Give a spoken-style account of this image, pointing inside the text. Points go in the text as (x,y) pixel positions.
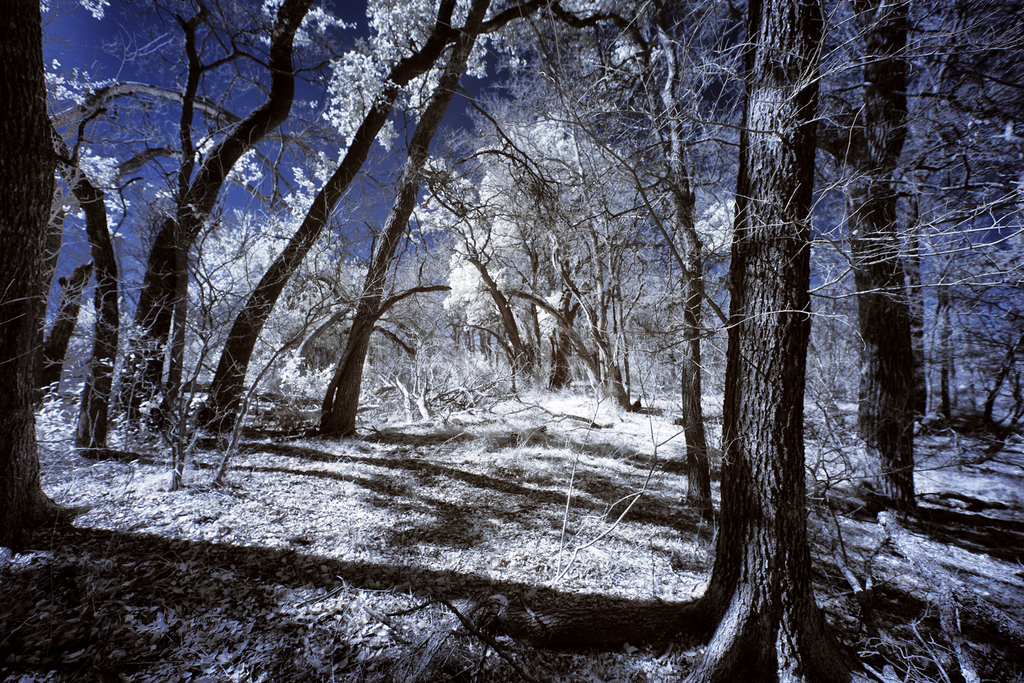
There are trees (523,317) with the white leaves (476,301), at the top (359,195) it is the sky (356,182) in the day time.
